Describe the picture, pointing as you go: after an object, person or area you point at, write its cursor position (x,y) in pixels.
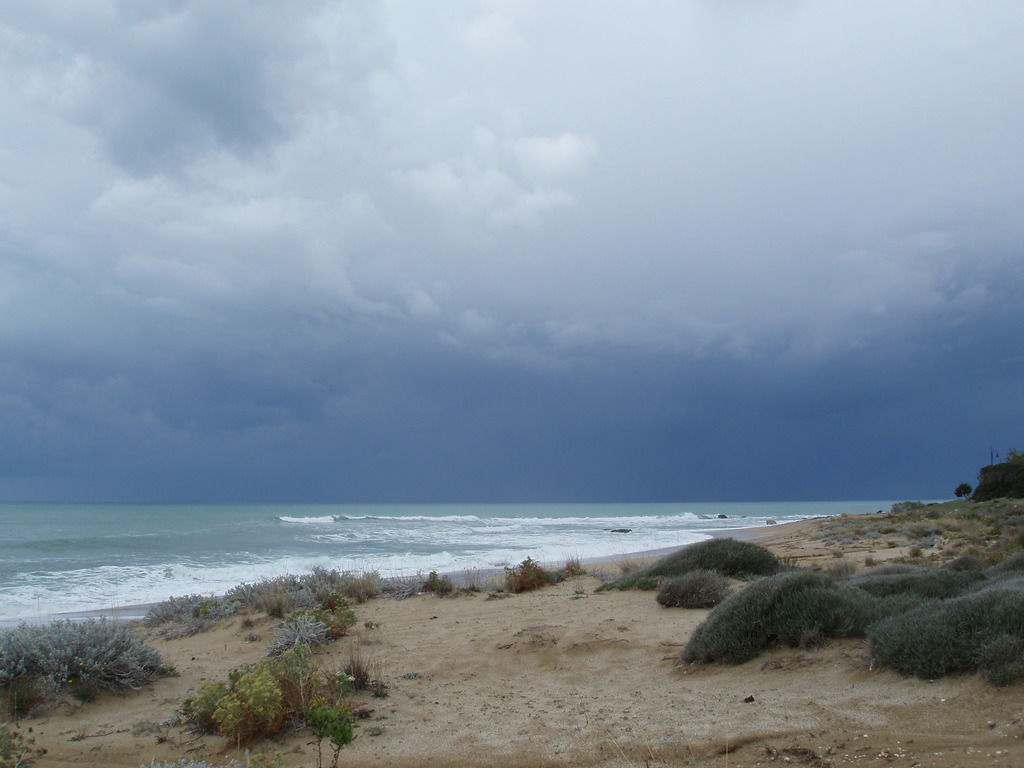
In this image we can see grass (313,629) and plants (302,638) on the ground (479,620). In the background (310,562) we can see water (300,519) and clouds (407,397) in the sky (333,309).
